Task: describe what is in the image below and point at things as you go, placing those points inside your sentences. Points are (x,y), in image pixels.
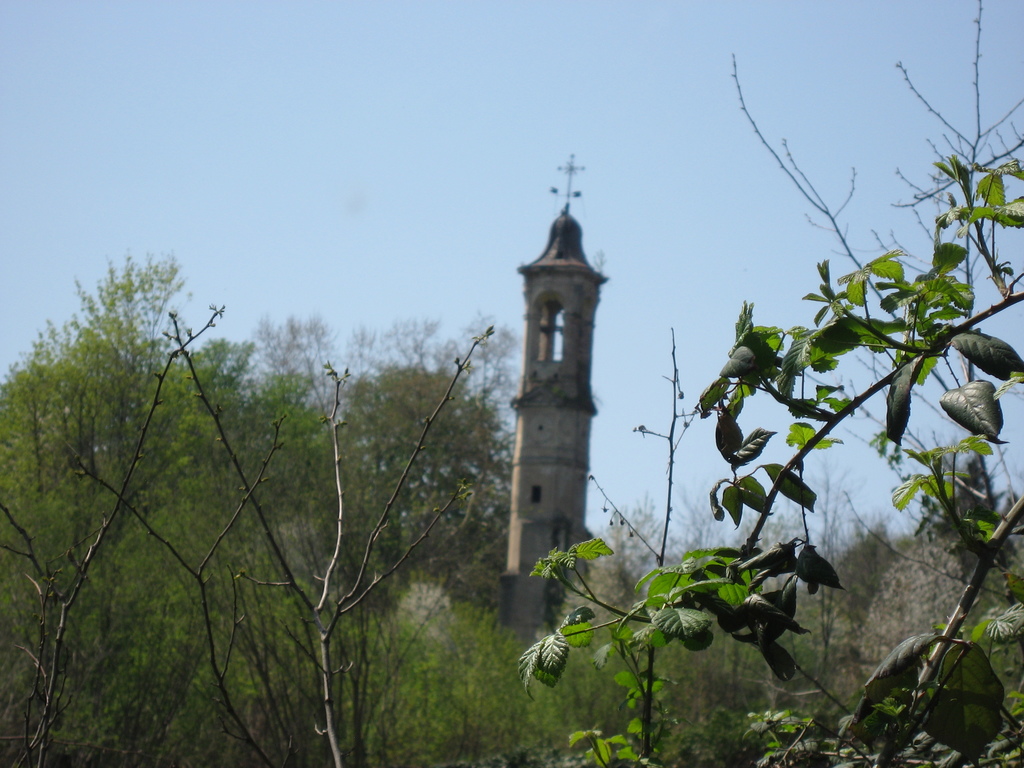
In this picture there is greenery (298,433) at the bottom side of the image (669,575) and there is a tower (577,309) in the center of the image (565,510).
